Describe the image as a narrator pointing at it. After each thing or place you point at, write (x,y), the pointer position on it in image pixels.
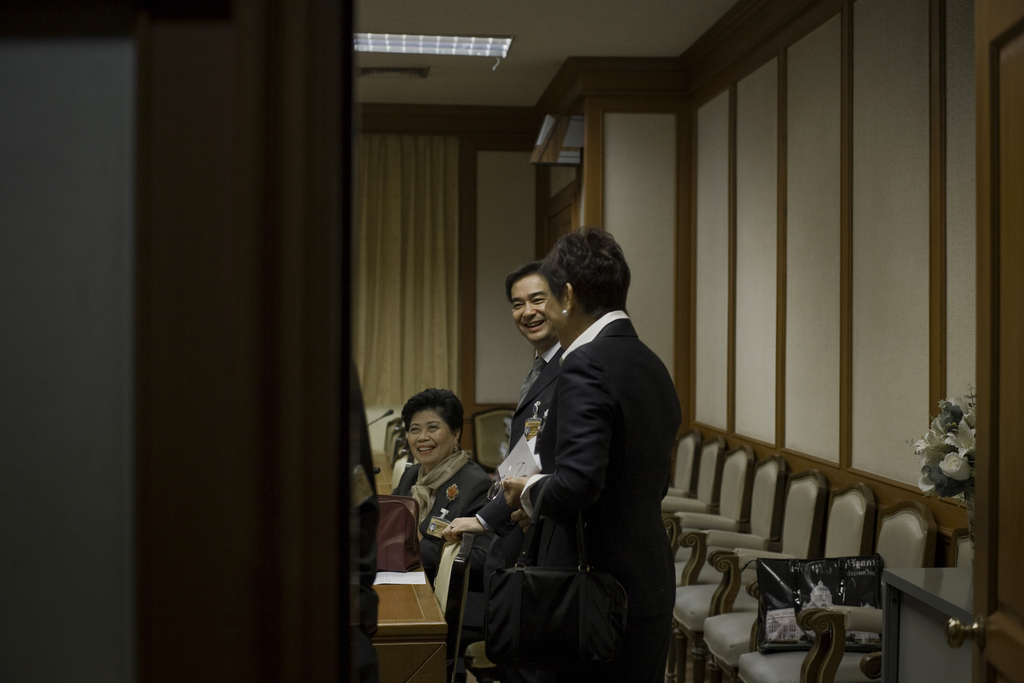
In the image there are two people (519,479) standing and beside them there is a lady (419,443) is sitting. In front of them there are mics (391,411). Behind them there are chairs (826,617). In the background (900,242) there is a wall (463,279) and also there is a curtain (404,196). At the top of the image (407,34) there is a ceiling (481,30) with lights (458,42). On the right side of the image (1011,348) there is a door (982,598). Behind the door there is a table (942,580) with flowers bouquet (945,479). On the left side of the image (207,333) there is a wall (57,189).
